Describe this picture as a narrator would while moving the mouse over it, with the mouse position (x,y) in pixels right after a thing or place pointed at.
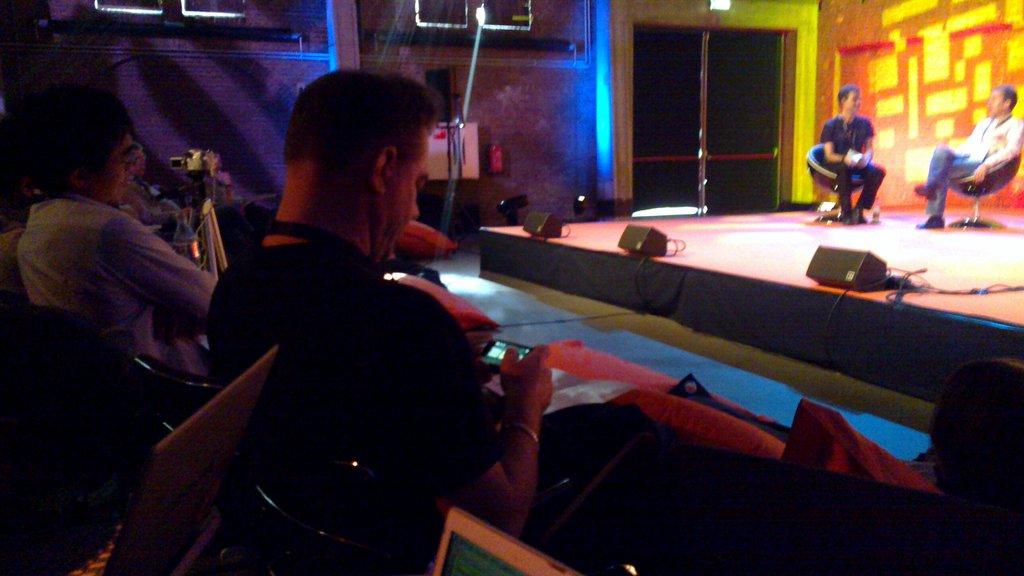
In this image I can see number of people (24,251) are sitting and in the front (360,276) I can see one of them is holding a phone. On the right side of this image (802,228) I can see three speakers (533,235), a stage (757,221) and on the top side (106,10) I can see few lights (106,10). I can also see this image is little bit blurry.
